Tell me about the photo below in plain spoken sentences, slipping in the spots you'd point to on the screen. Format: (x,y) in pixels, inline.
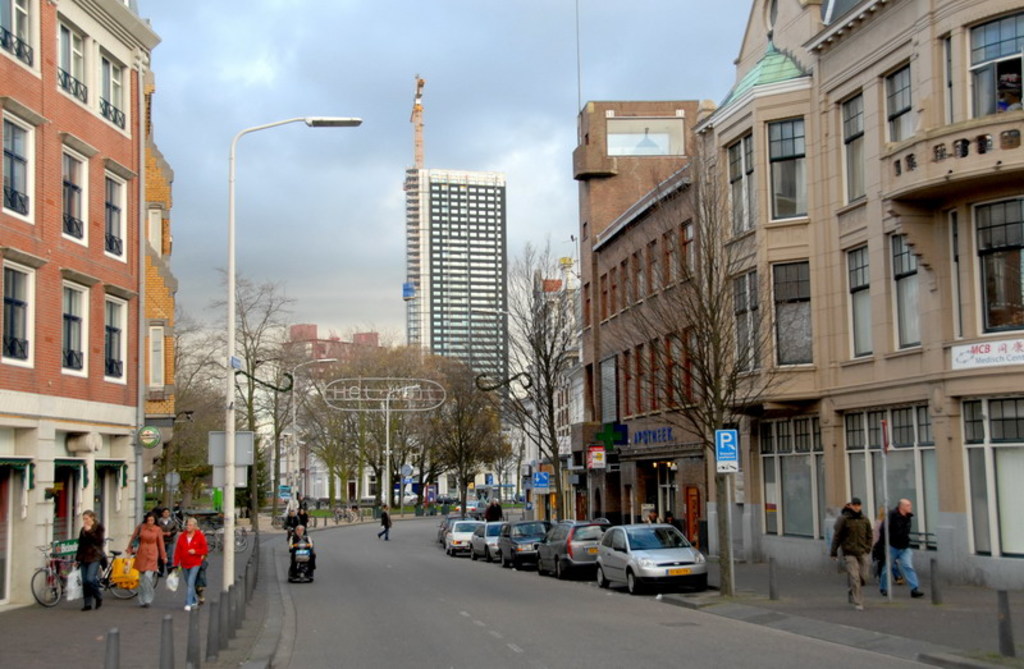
In the image we can see there is a road (385,572), this person (387,535) is crossing the road (391,534) and there are a number of cars (517,550) over here and two trees (709,420) on right side (739,453) and buildings (800,199) and two people (850,540) were walking on the footpath (959,603) on the right (858,569) and on the left side (188,567) a group of people (164,526) walking on the footpath (66,609) and there is bicycle (43,588) and another building (69,333) over here and there is a street lamp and on the top (334,64) there is a sky (395,34) and in the middle (441,339) there is another building (450,344) and trees (424,439).
